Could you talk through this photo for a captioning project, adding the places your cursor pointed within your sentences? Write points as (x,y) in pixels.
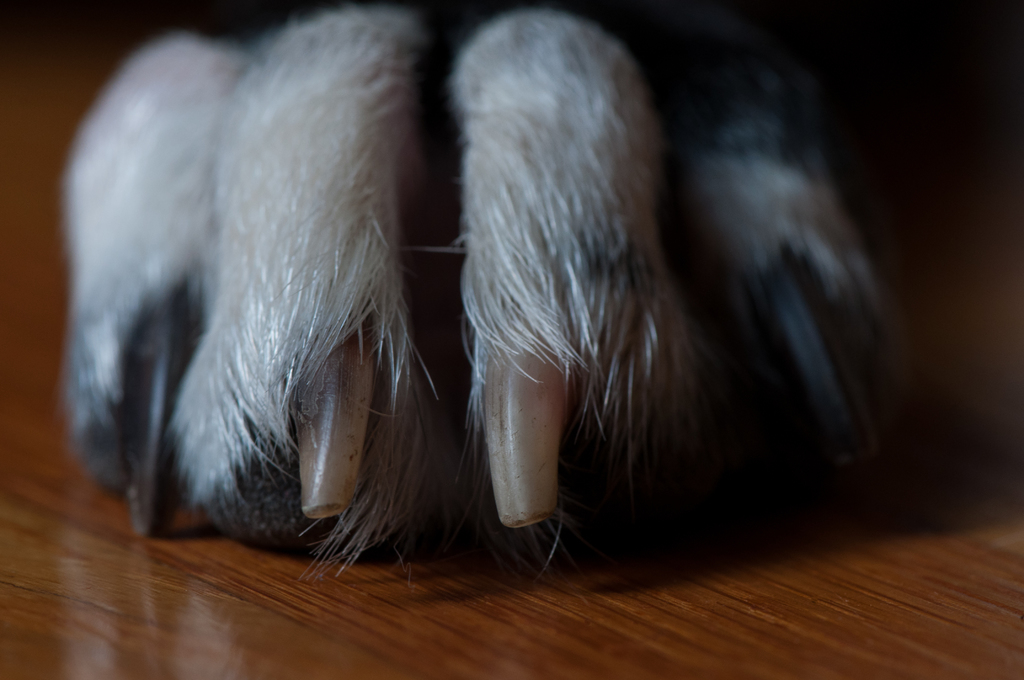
In this image we can see a leg (417,194) of an animal (276,395) on a wooden surface (61,548).
